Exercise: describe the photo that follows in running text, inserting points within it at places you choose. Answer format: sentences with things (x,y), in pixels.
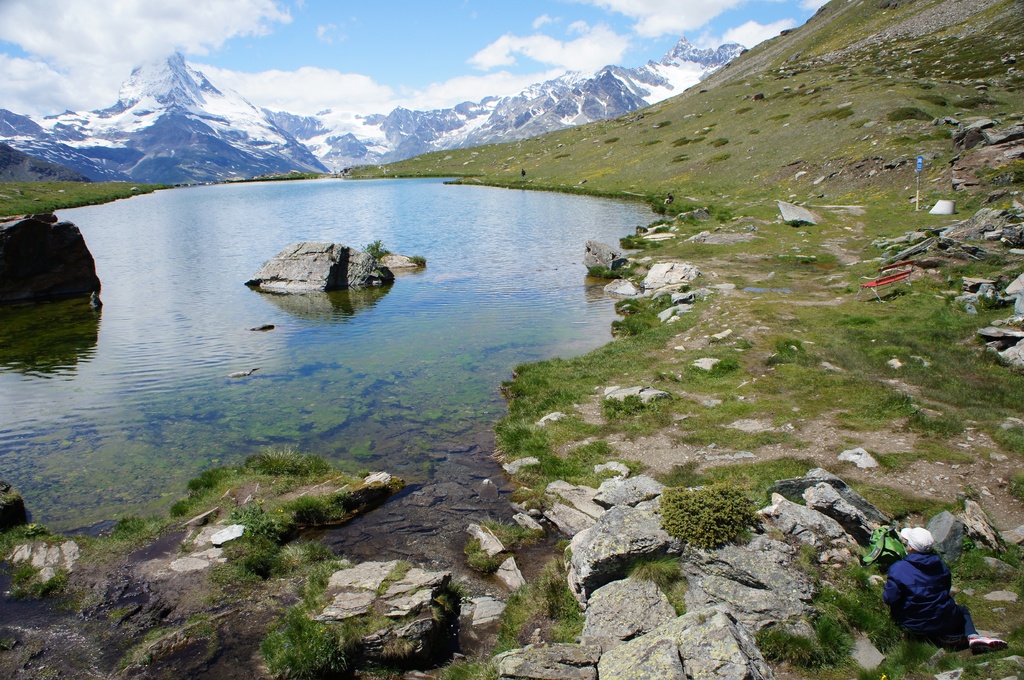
At the bottom of the image (330,483) there are some stones (1011,351) and grass (762,380). In the bottom right side of the image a person (914,538) is sitting. In the middle of the image (448,294) there is water (466,270), in the water (206,198) there are some stones (19,284). At the top of the image (107,114) there are some hills (320,114) and clouds (311,80) in the sky (254,80).
